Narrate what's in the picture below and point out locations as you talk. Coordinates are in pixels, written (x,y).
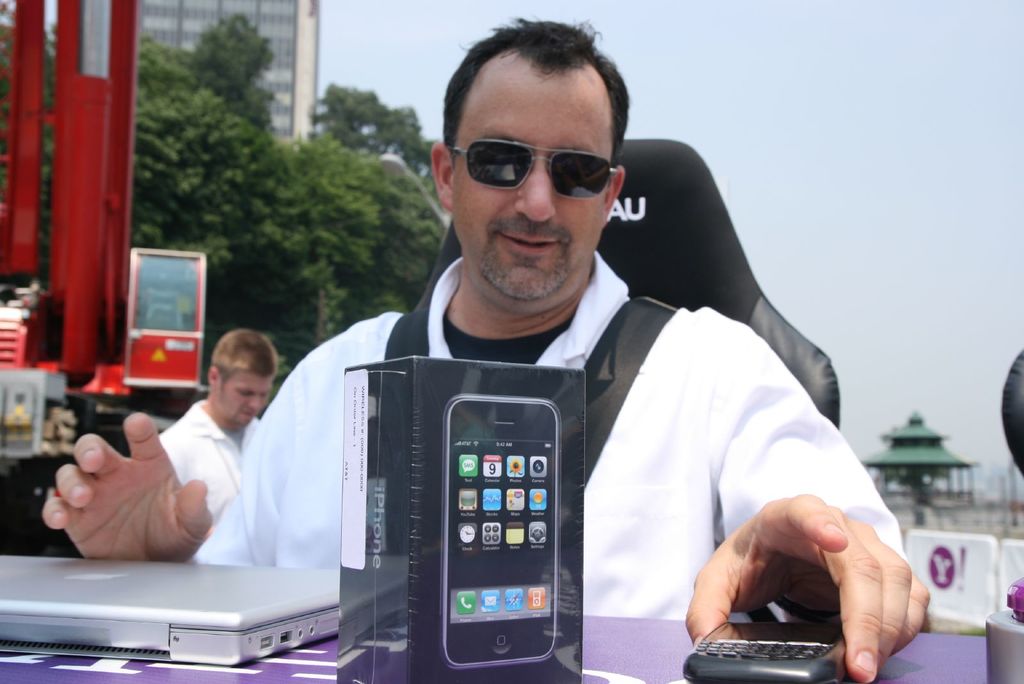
In the foreground (528,82) a person (528,82) is sitting on the chair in front of the table (305,659) on which laptop (308,639), mobile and a box (529,583) is kept. In the left (90,113) a truck (82,136) is visible and building (306,59) and trees (228,198) are visible. In the right (1012,42) sky (803,203) is visible blue in color. In the bottom middle (532,563) a box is visible. In the left bottom (221,505) a person (239,427) is standing. This image is taken outside during day time.
